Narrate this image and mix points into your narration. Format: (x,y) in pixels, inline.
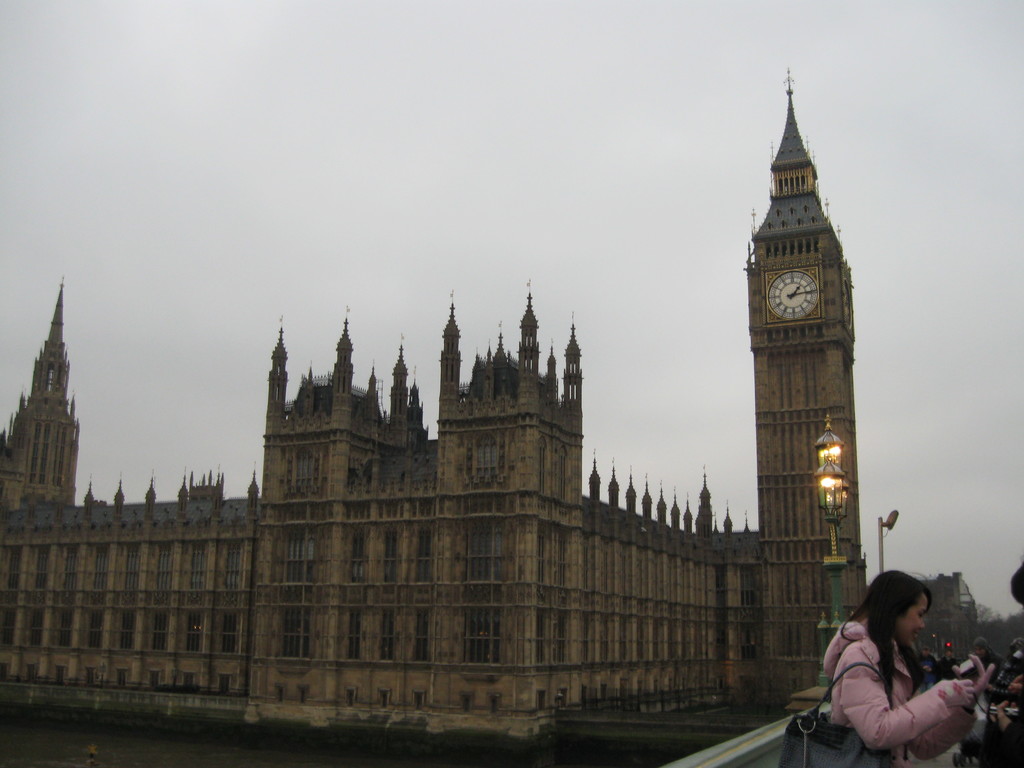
On the right side (890,615) there are few people (917,678). One lady (863,693) is wearing a bag (840,735). Also there is a pole (838,588) with lights (825,488). And there is a building (420,506) with clock tower (768,362). In the background (508,163) there is sky (873,342).
